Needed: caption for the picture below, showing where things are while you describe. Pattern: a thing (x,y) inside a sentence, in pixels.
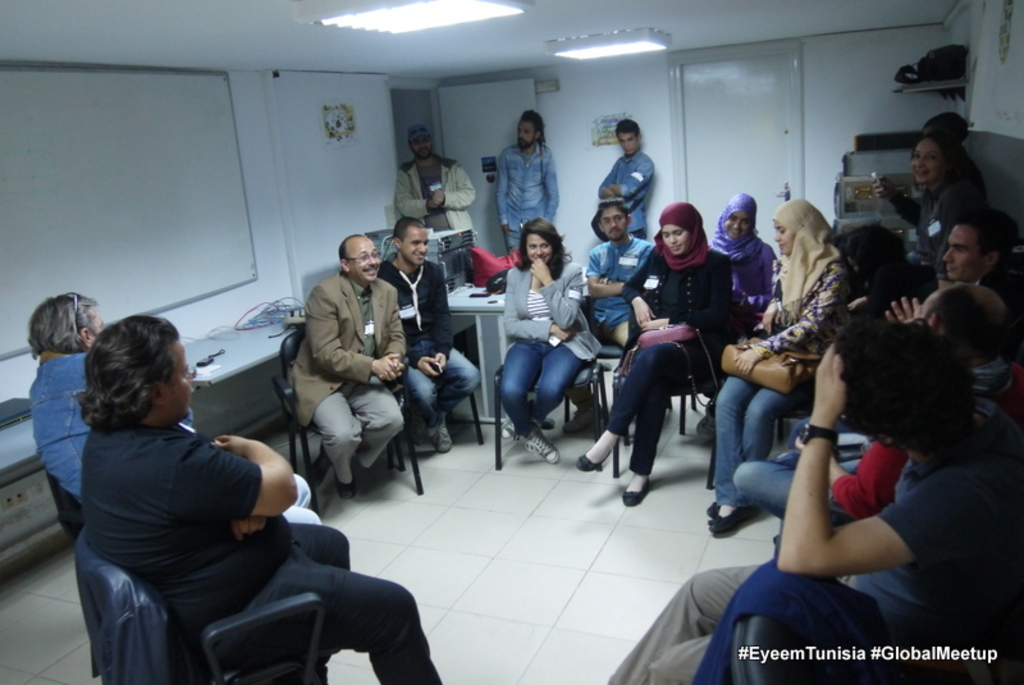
In the picture we can find few people (527,368) are sitting and talking to each other in the background (14,116) board (100,282), ceiling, light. Three people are standing back and one man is wearing cap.
